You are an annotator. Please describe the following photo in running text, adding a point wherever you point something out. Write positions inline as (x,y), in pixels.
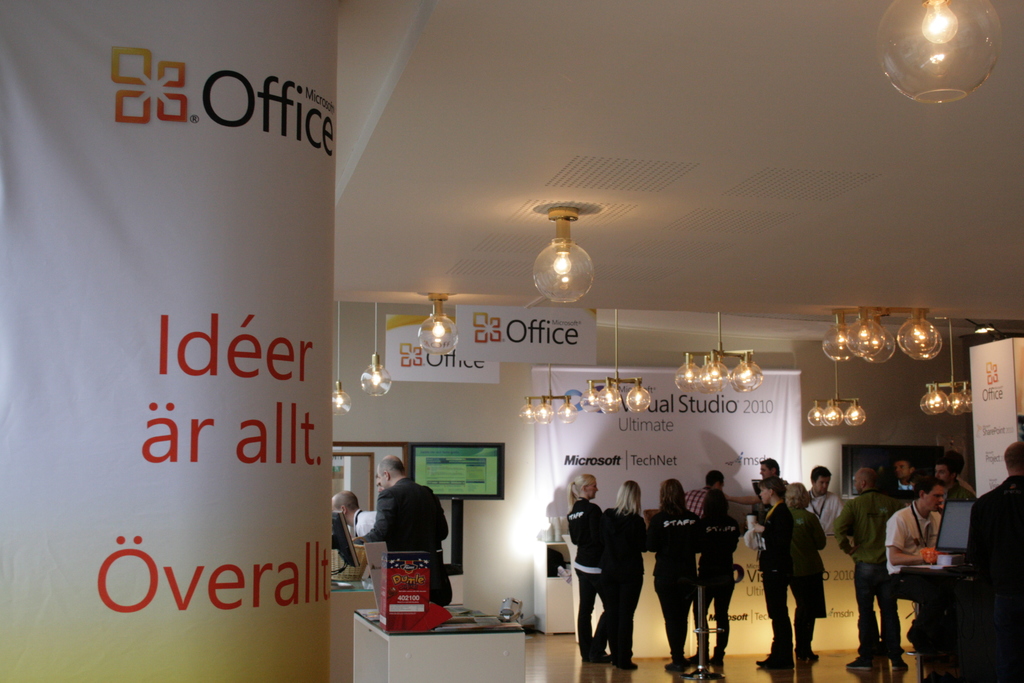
In the picture we can see some people (871,595) are standing in the office floor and beside them we can see a man (924,605) sitting and working and he is with tag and in the background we can see the banner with Microsoft office and to the ceiling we can see many lights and besides we can see the pillar (168,261) with advertisement (220,362).
